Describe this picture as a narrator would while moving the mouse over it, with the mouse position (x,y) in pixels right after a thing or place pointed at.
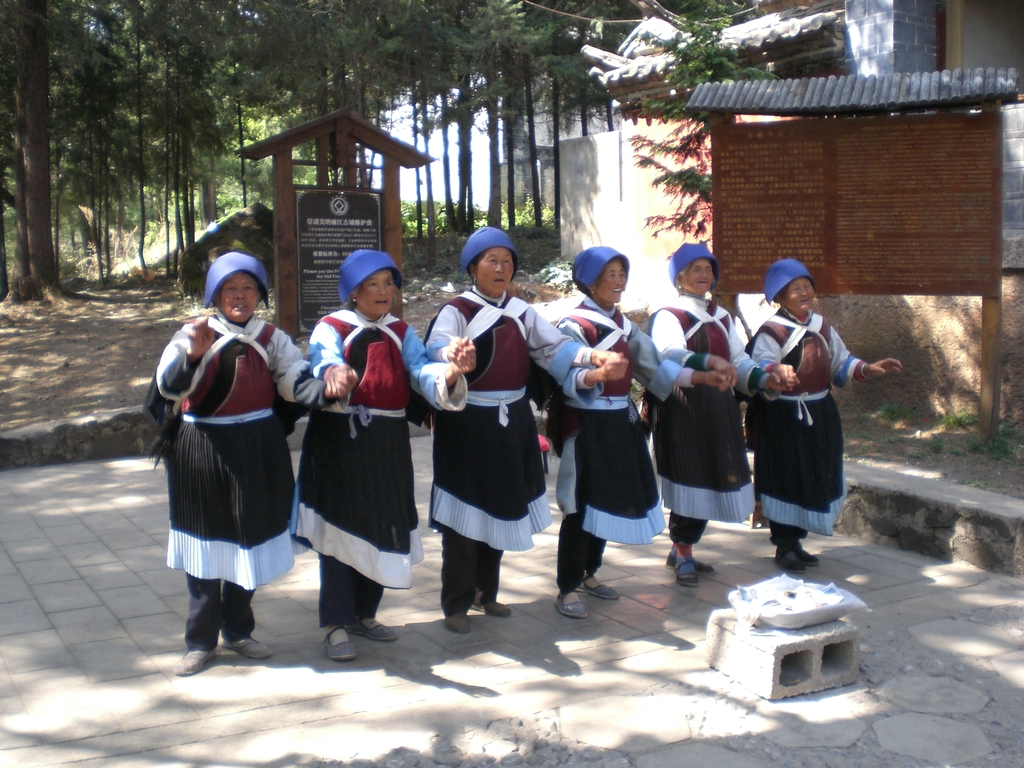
In this image there are people (387,432) standing on the floor (665,574). In front of them there is a cement structure (794,660). On top of it there is some object (792,584). In the center of the image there are boards (368,210). In the background of the image (668,143) there are trees (532,91) and buildings (754,47).
